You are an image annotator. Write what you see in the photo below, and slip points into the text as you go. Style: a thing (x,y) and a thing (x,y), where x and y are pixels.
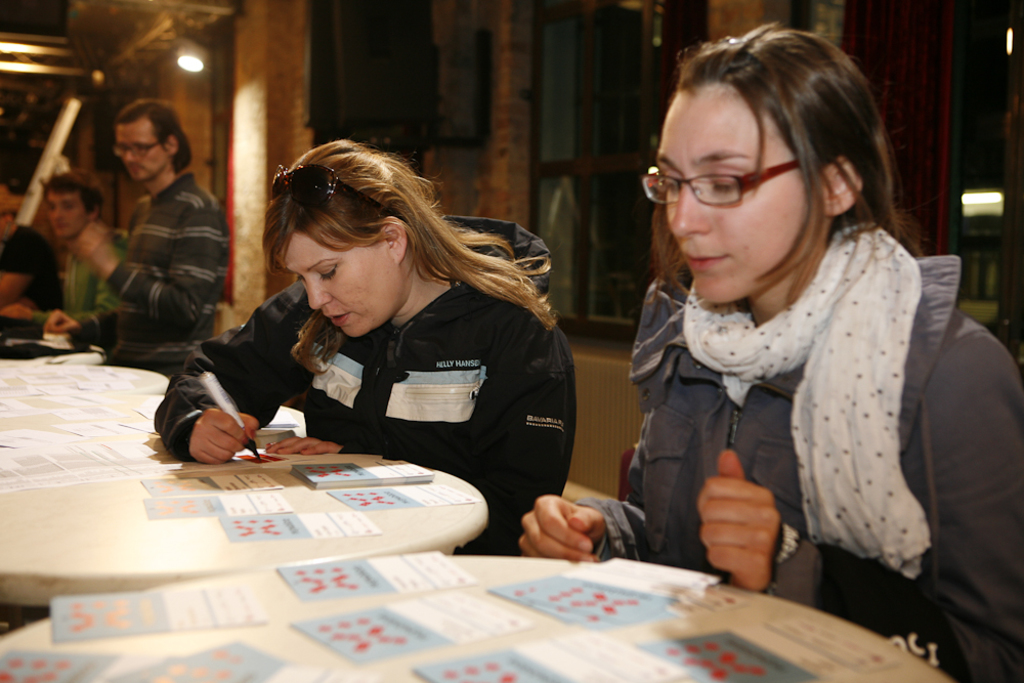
In this picture there is a woman (343,335) sitting and writing and there is a woman (973,418) sitting. At the back (145,152) there are group of people (3,248). There are cards (623,645) and papers (144,459) on the table (19,501). At the back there are windows (554,157). At the top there are lights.
